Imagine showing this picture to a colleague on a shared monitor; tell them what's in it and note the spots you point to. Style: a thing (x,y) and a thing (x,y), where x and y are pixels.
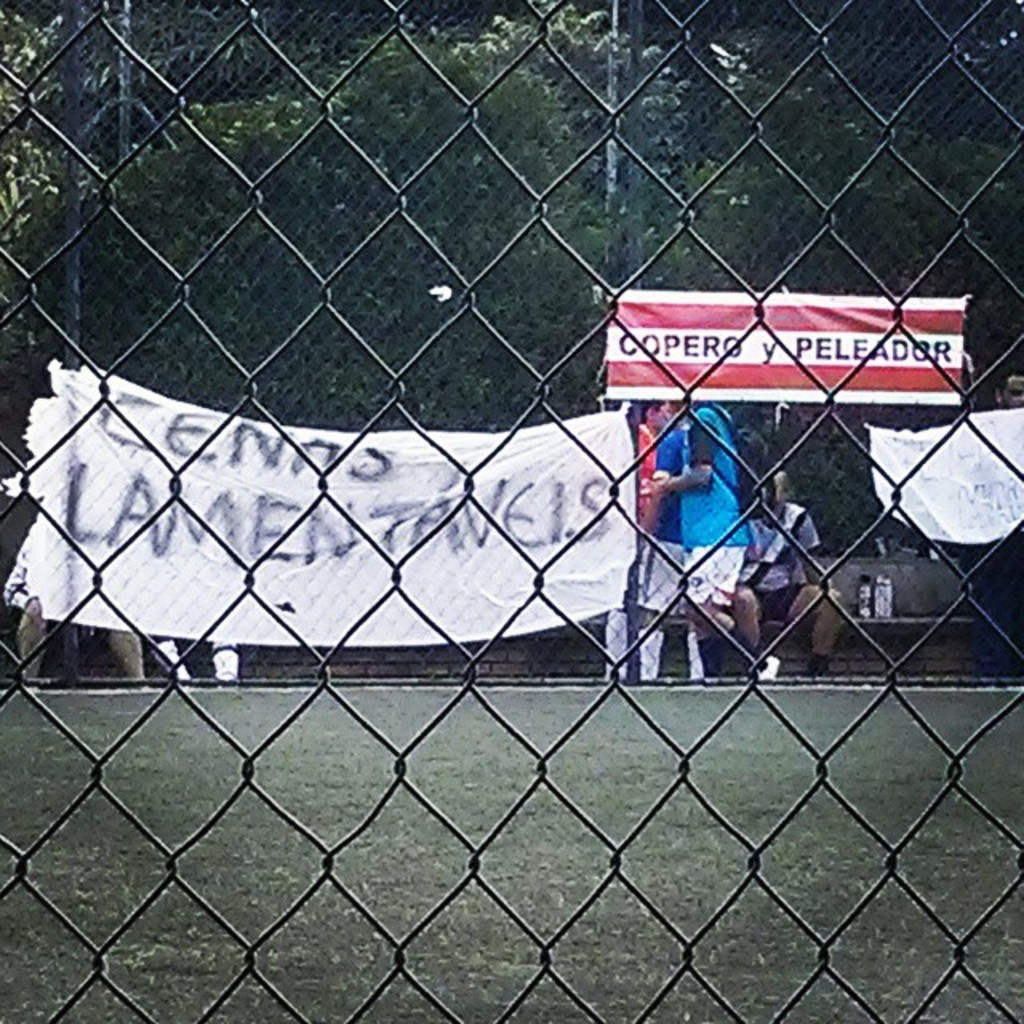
In this image I can see fencing (862,824) and in the background (898,359) I can see few banners (207,471), few people (730,467) and trees (468,213). On these banners (407,479) I can see something is written.
